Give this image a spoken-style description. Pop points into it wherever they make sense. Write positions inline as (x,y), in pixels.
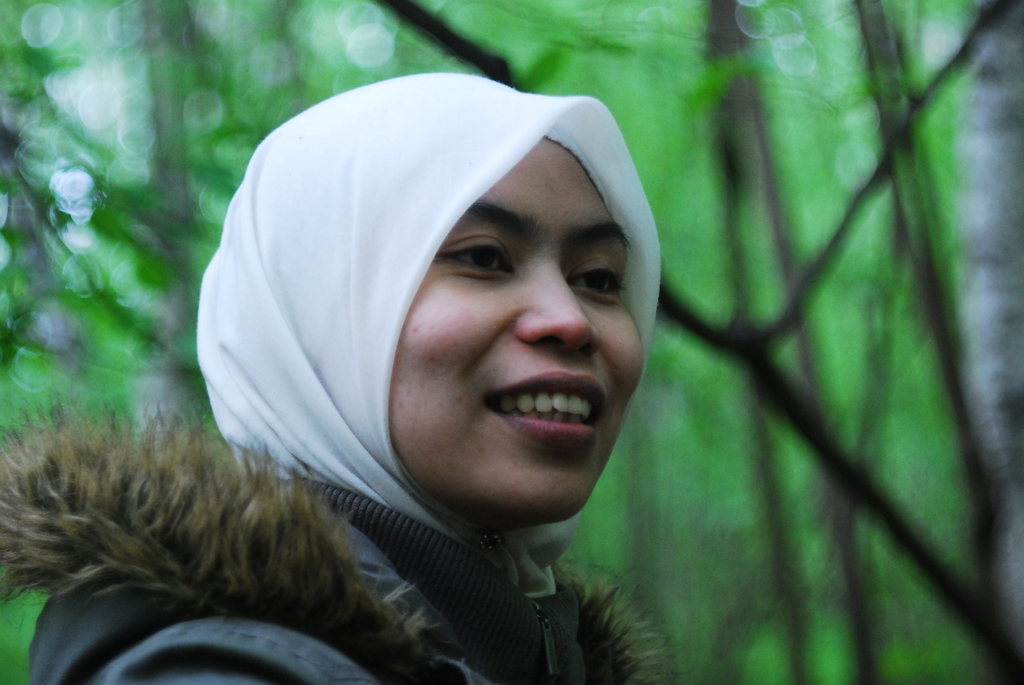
In the middle of the image (653,327) we can see a woman (351,271) smiling. Behind her we can see some trees (100,375). Background of the image (953,14) is blur.
